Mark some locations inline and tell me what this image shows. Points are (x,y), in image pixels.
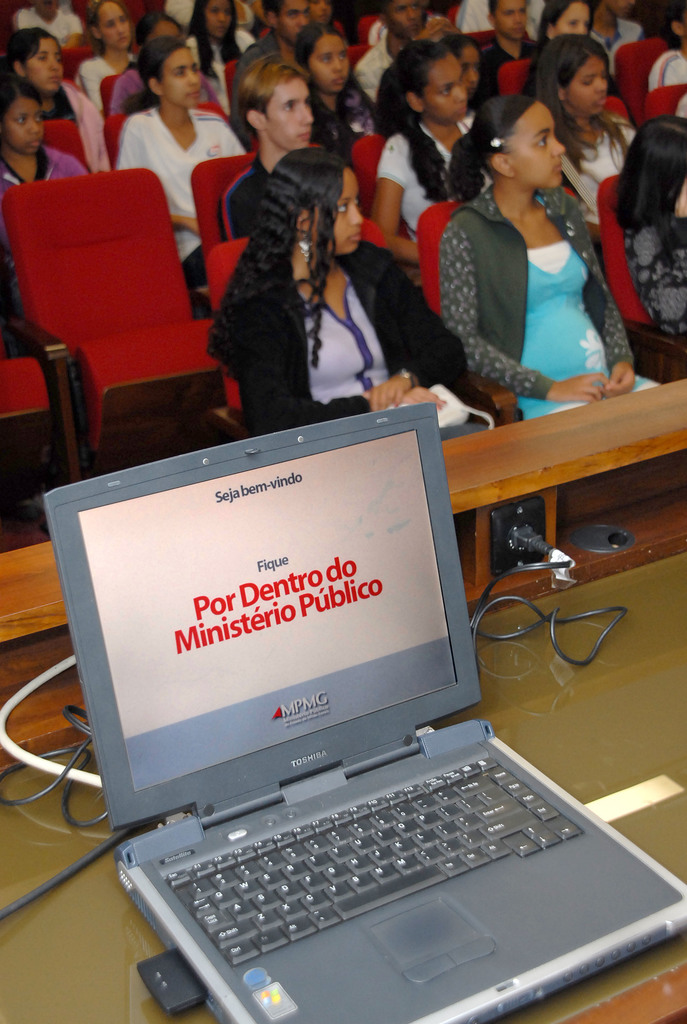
It is look like a auditorium (34,508). So many peoples (352,363) are sat on the red color chairs (430,264). In the bottom (362,774), we can see laptop (399,896), screen (384,627), wire (513,569), switch board (512,539) and a table (629,728).
